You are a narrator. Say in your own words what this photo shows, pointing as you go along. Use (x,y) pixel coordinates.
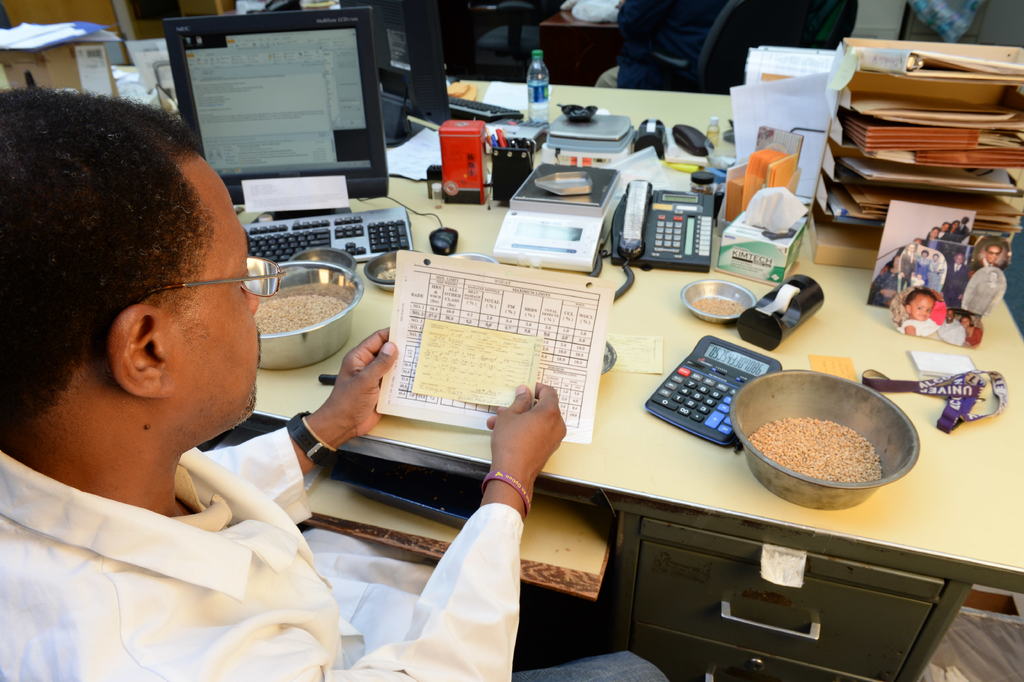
In this image there is a man (272,640) sitting. He is holding papers (456,339) in his hand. In front of him there is a table (629,406). On the table (626,303) there are boxes (724,238), a telephone (689,232), weighing machines (570,204), a water bottle (536,89), a computer (342,144), bowls (751,417), a calculator (696,378), photo frames (923,255), papers (780,110) and holders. At the top (714,31) there are chairs (507,21). In the top left (74,52) there are cardboard boxes (45,62).
